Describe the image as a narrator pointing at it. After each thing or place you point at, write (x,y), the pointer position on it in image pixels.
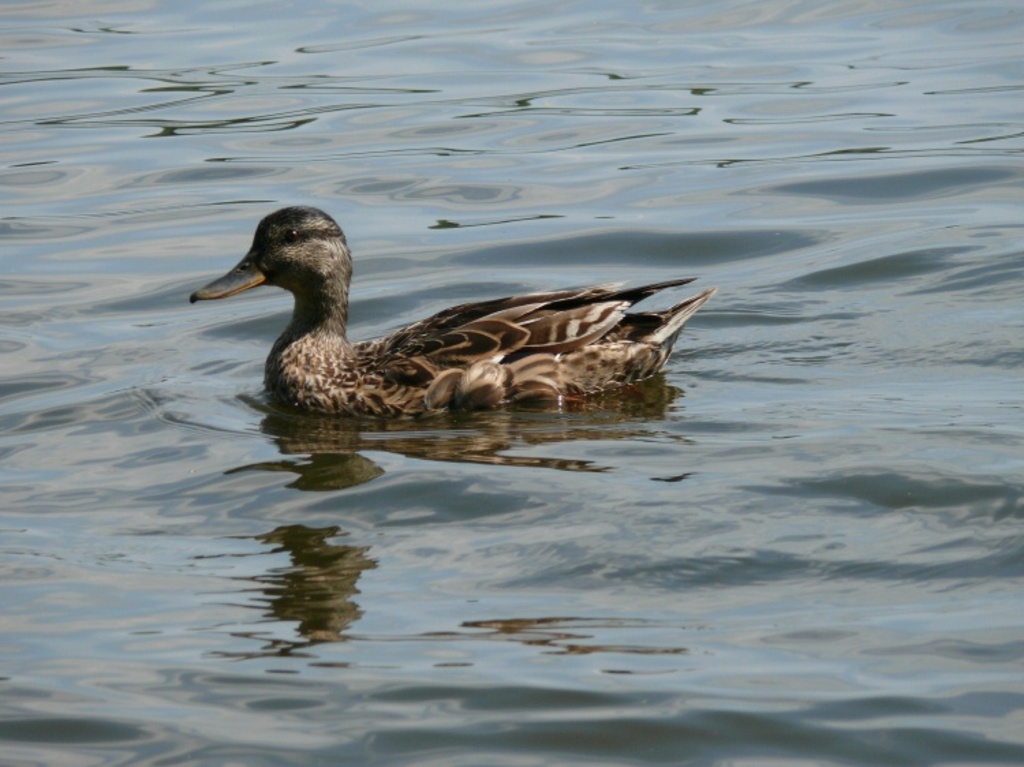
In the center of the image (421,373) we can see a duck (383,367) on the water (474,427).
